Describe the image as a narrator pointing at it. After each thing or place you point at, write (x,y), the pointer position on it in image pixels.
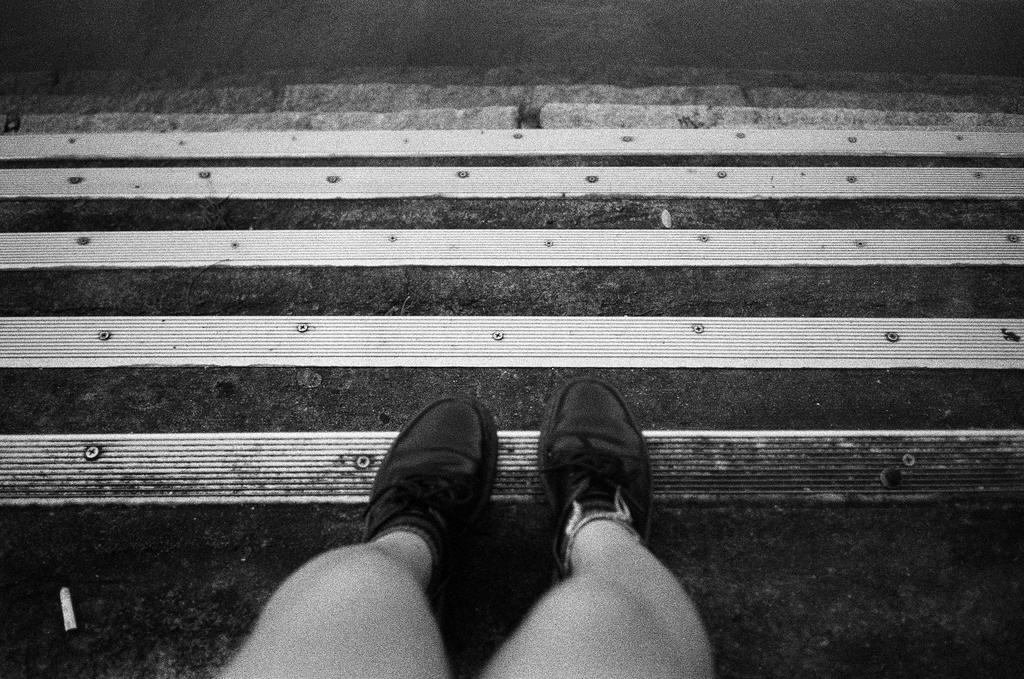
This is black and white picture, in this picture we can see person's legs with footwear (422,510) and we can see steps (495,201).
